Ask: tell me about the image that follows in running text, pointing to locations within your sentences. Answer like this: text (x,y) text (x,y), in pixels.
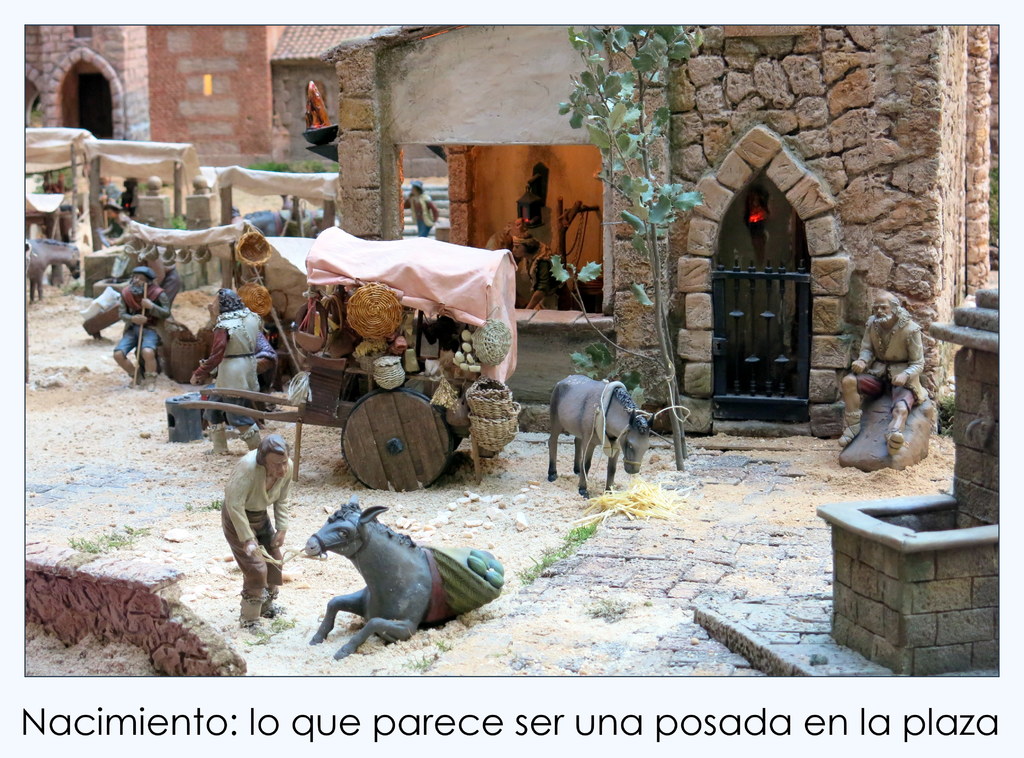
In this picture I can see sculptures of persons (276,467) and animals (618,412) vehicle (454,257) and building (950,177) and trees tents (322,181) visible in the middle (425,459) and at the bottom (934,725) I can see there is a text (115,737).
